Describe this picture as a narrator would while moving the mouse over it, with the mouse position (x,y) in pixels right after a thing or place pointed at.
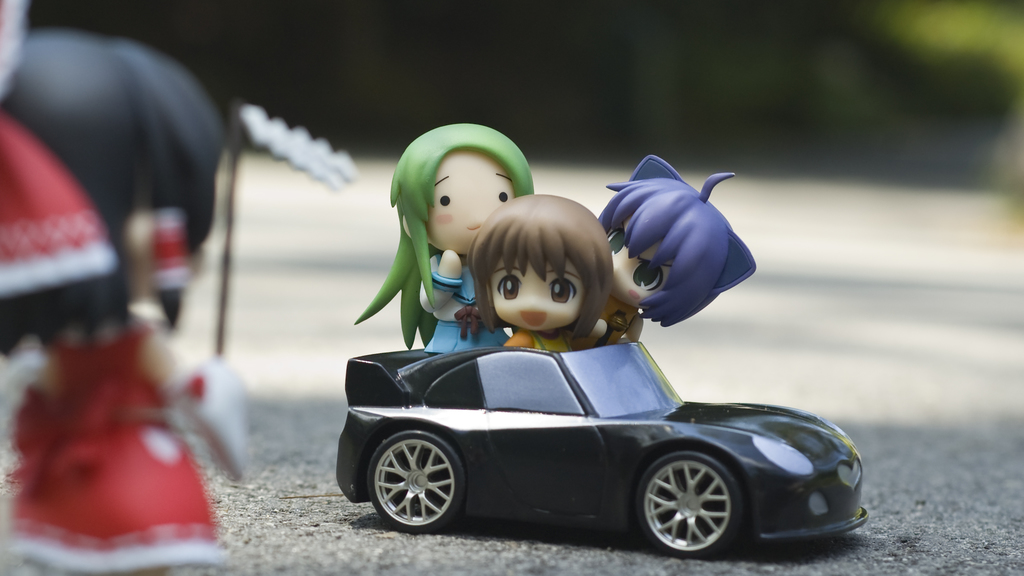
In the image in the center (479,196), we can see few toys (453,351) in the car (591,426). On the left side (142,359), we can see one more toy (161,354).
